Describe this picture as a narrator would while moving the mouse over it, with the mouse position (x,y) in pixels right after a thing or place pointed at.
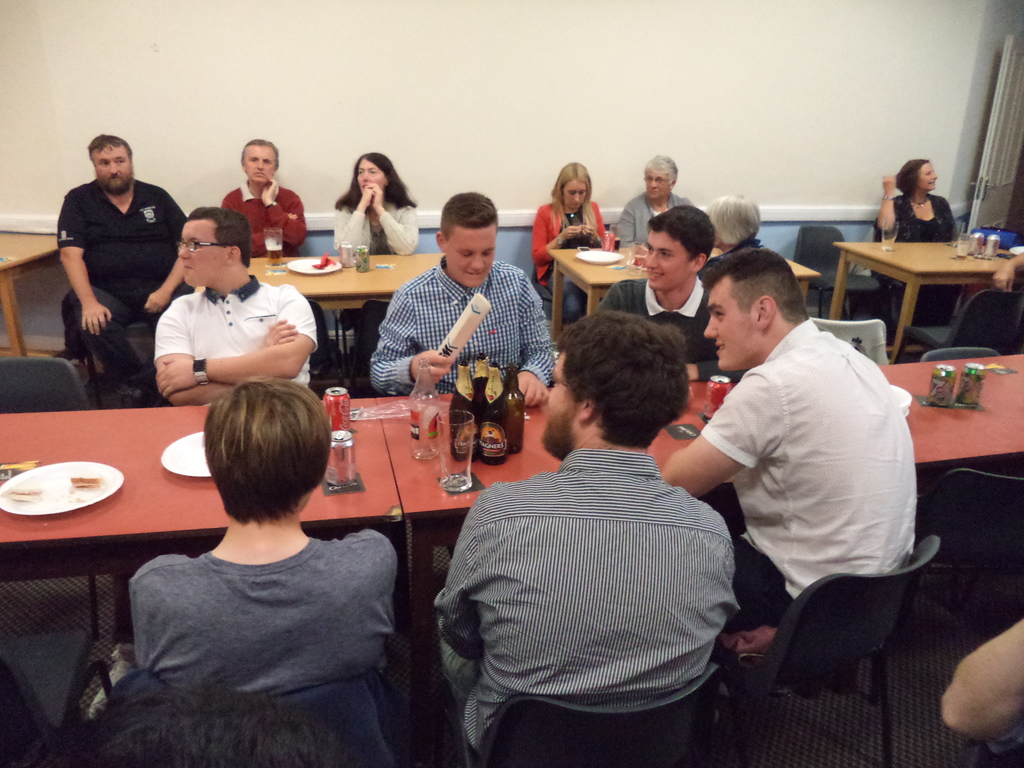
There are few people (301,419) sitting on the chair (364,324) at the table (534,444). On the table (374,470) we can see drink bottles (511,423), glasses (460,427), plates (183,456).
